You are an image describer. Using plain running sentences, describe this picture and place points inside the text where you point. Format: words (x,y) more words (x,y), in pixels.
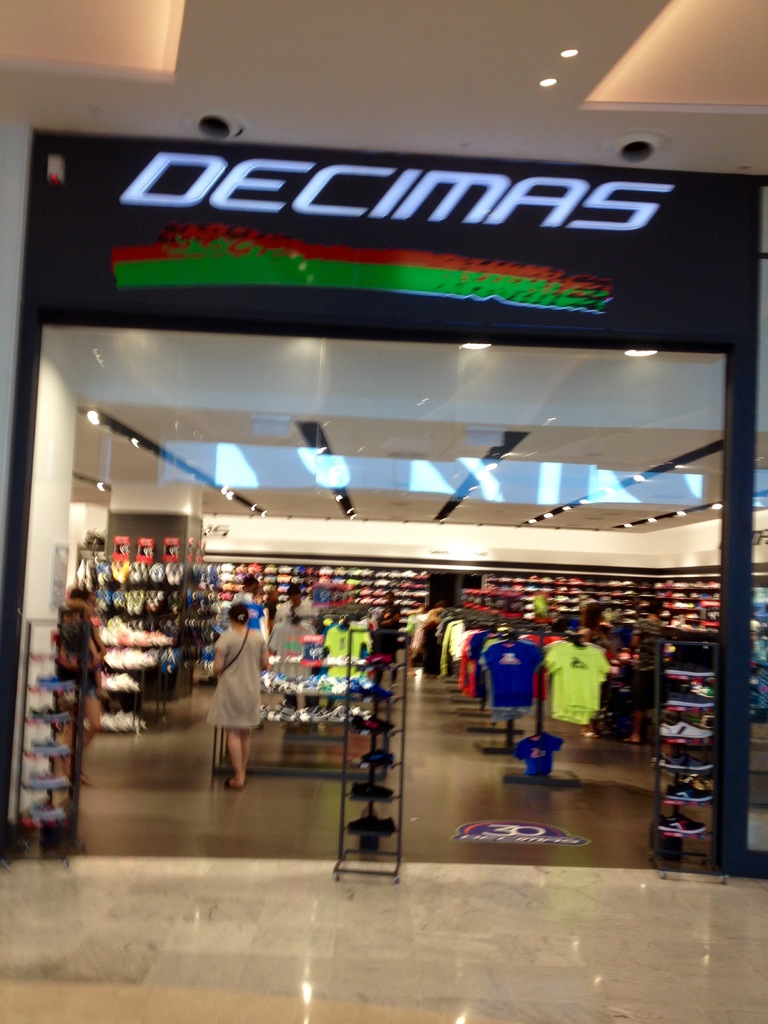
This picture describes about inside view of a store (439,548), in the store (407,691) we can see few clothes (281,630), shoes (291,707), few people (422,662), lights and other things (509,728), at the top of the image (311,206) we can see a hoarding (406,241).
